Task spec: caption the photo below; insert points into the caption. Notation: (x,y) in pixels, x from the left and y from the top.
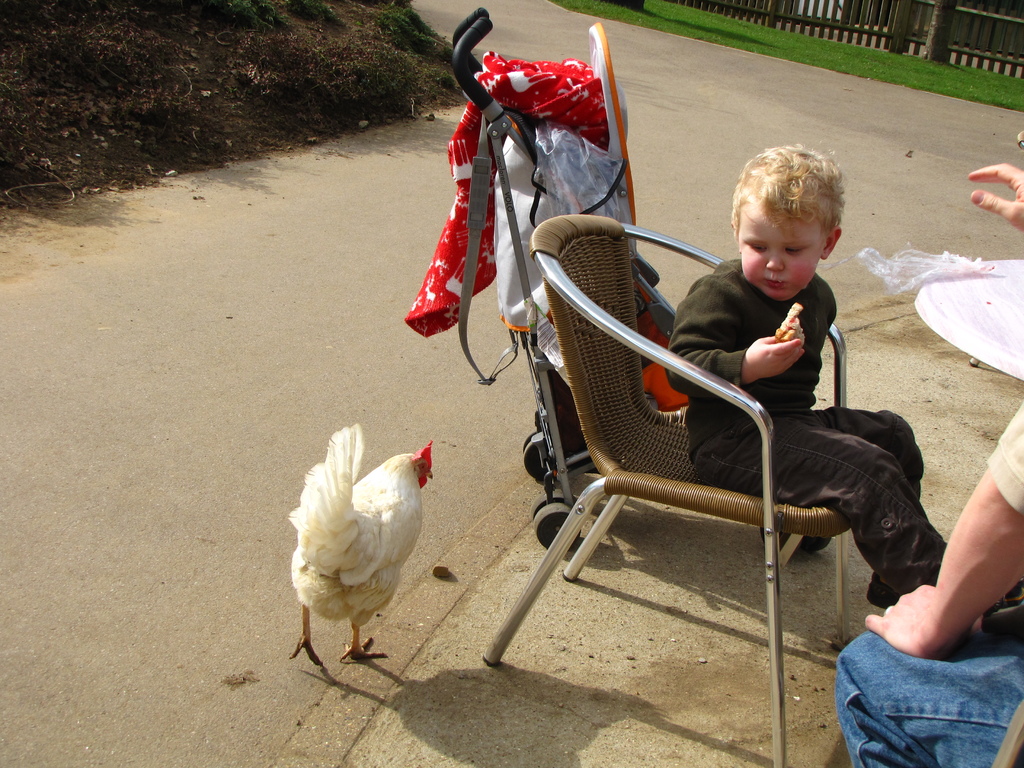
This is a boy (811,344) holding some food item (789,331) and sitting on the chair (684,470). This looks like a stroller (510,210). I can see a hen (391,598) walking on the road (410,558). I think this is the table (934,302). At the right side of the image (961,570), I can see a person (943,690) sitting. This looks like a wooden fence (917,39). Here is the grass (904,69).
